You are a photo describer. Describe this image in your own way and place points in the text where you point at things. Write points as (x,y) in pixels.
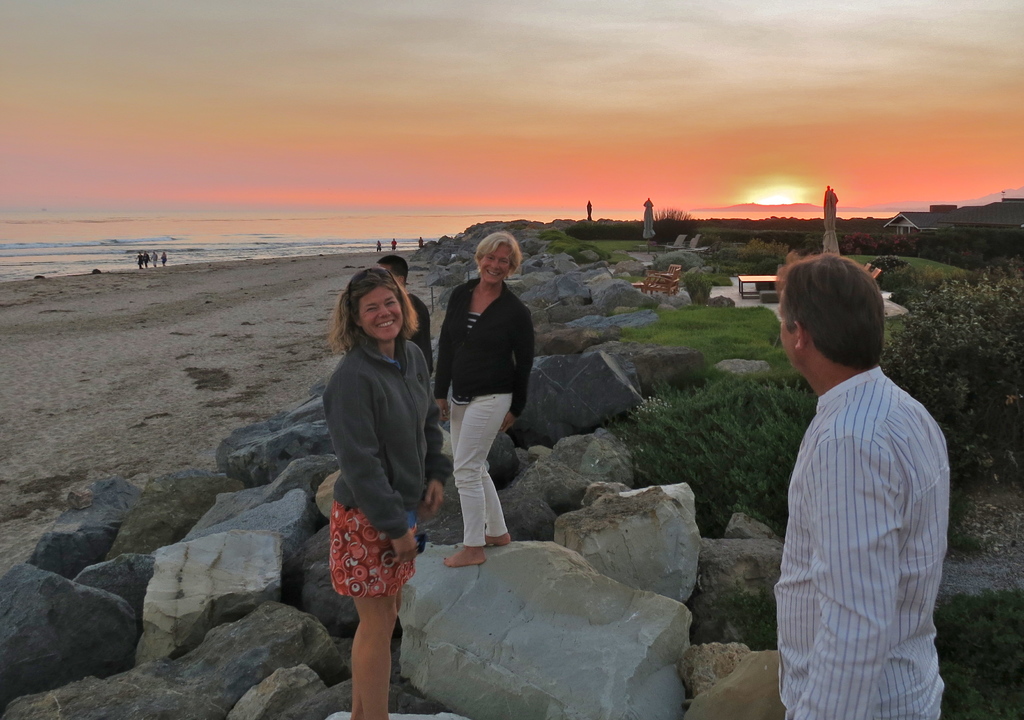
In this image I can see the group of people (431,370) with different color dresses (431,457). These people (465,466) are standing on the rocks (606,441). To the side of these people (476,447) I can see many trees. To the left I can see few more people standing on the sand (212,343). In the background (158,223) I can see the water (238,226), sun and the sky (404,130).
